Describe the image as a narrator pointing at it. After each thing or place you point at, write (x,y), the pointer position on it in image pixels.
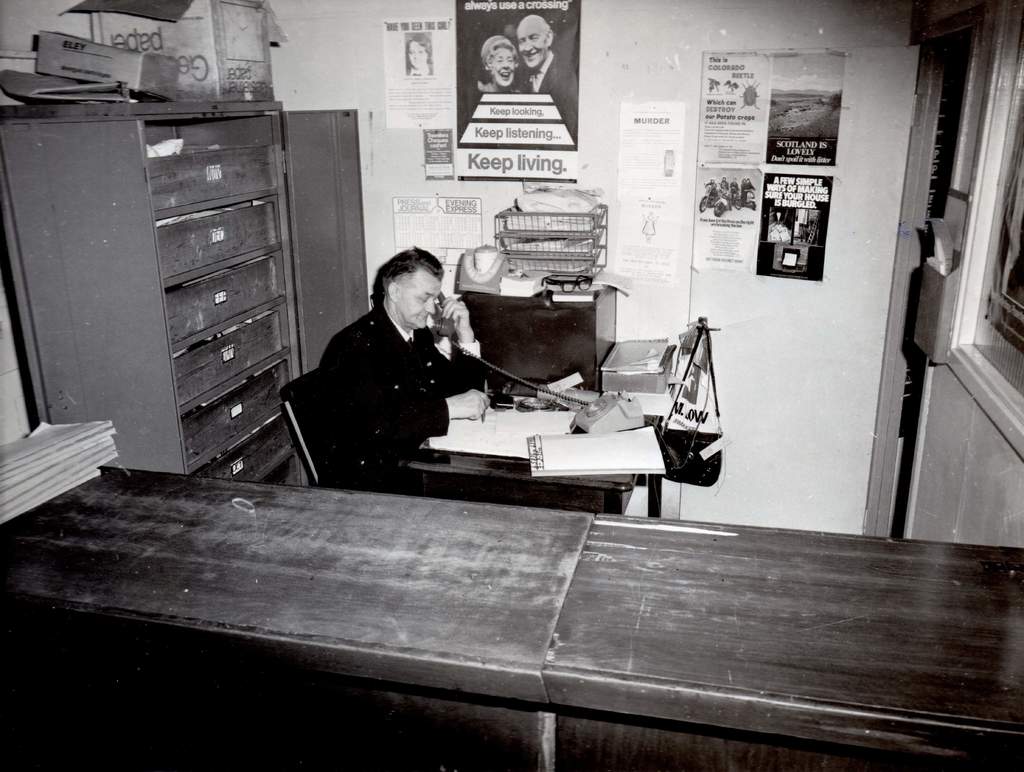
Here we can see a man (478,393) sitting on the chair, and talking in the telephone (451,341), and in front here is the table (550,431) and papers (616,448) and some objects (633,418) on it, and here is the wall (616,240) and some pictures (627,208) on it, and here is the rack (179,358).
